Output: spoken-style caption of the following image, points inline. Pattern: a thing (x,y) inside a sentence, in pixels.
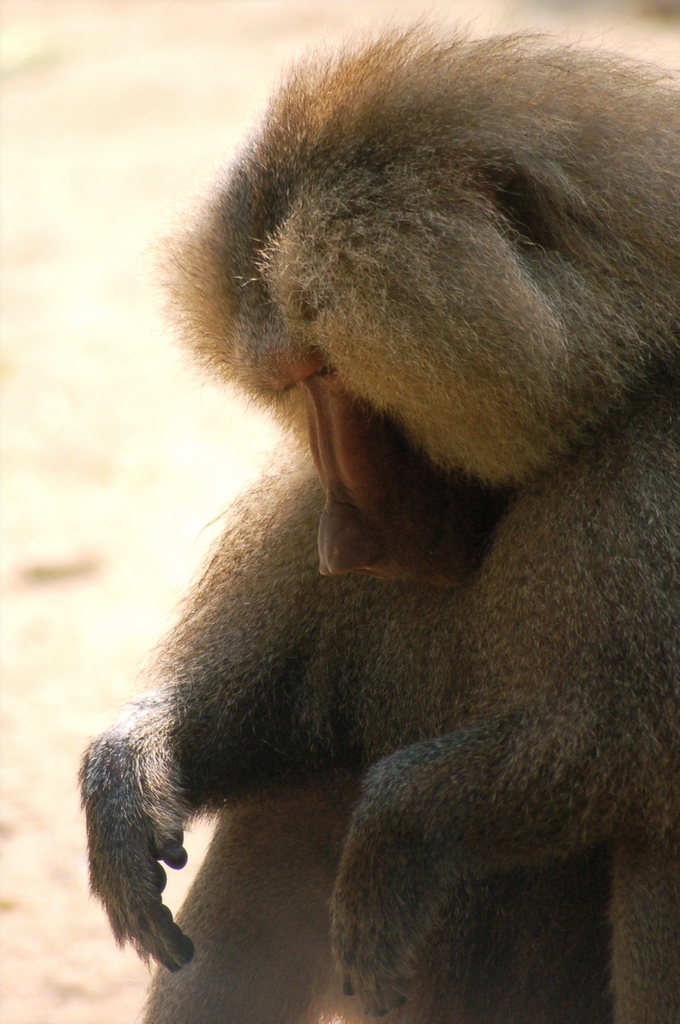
Here we see a baboon (463,817) sitting on the ground (11,656) with its eyes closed and head (386,525) bent.
